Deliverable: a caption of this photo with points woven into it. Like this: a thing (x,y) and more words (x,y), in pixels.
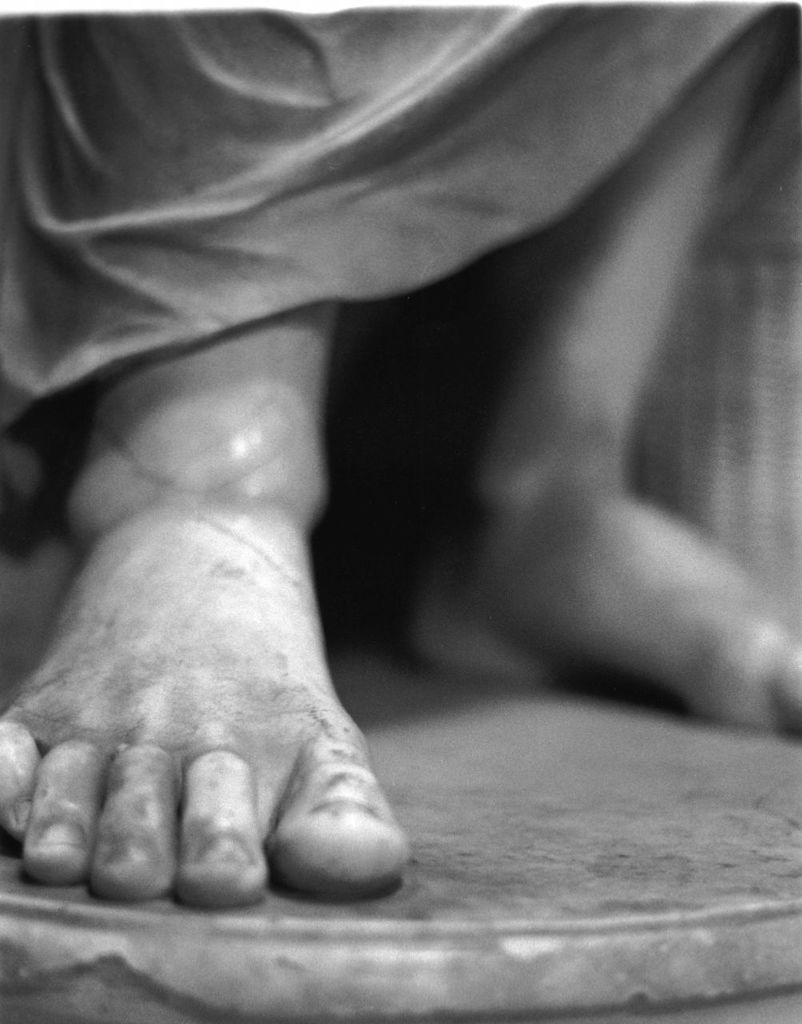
It is the black and white image in which we can see there are two legs (658,330) on the floor (505,831).
